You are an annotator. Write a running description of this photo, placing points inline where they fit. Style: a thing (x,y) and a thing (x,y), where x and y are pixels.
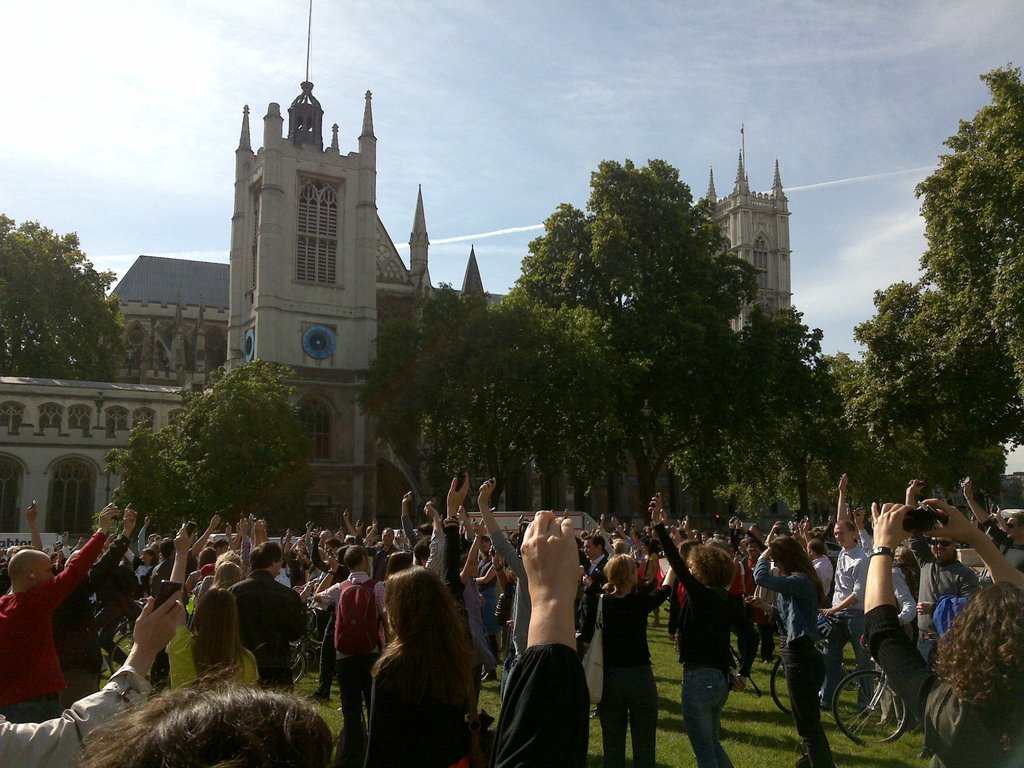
In the picture I can see a group of people (486,593) are standing on the ground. In the background (251,433) I can see bicycles (855,675), trees (533,421), buildings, the grass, the sky (469,119) and some other objects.
